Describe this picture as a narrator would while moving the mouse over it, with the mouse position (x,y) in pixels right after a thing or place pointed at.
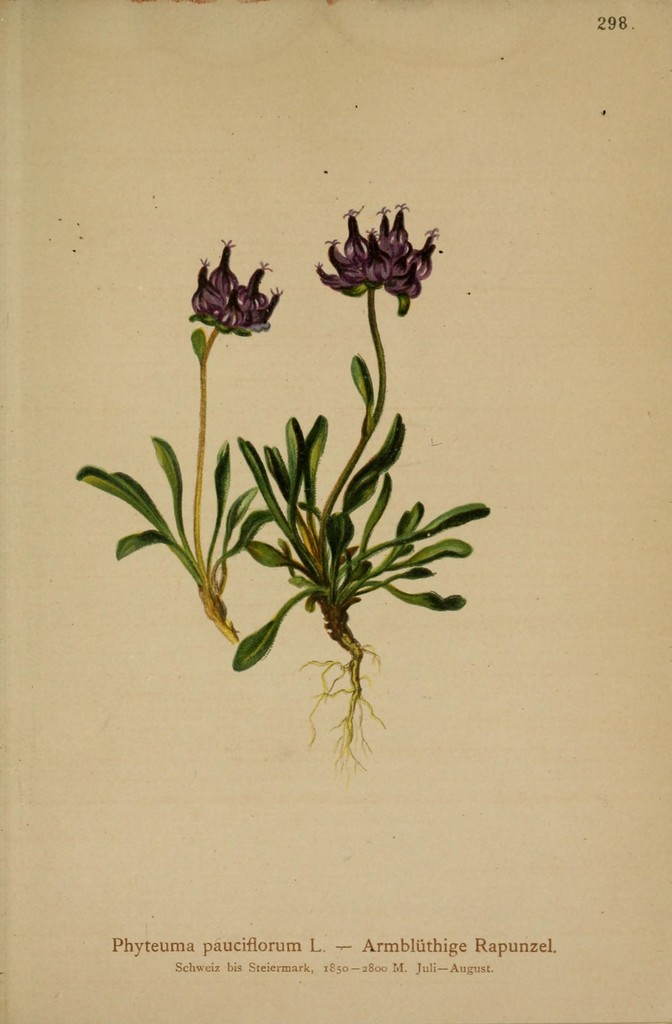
In this image I can see the paper (359,715). On the paper (520,722) I can see the two plants (354,559) with flowers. I can see these flowers (378,281) are in purple color. I can see something is written at the bottom of the paper (353,940).
